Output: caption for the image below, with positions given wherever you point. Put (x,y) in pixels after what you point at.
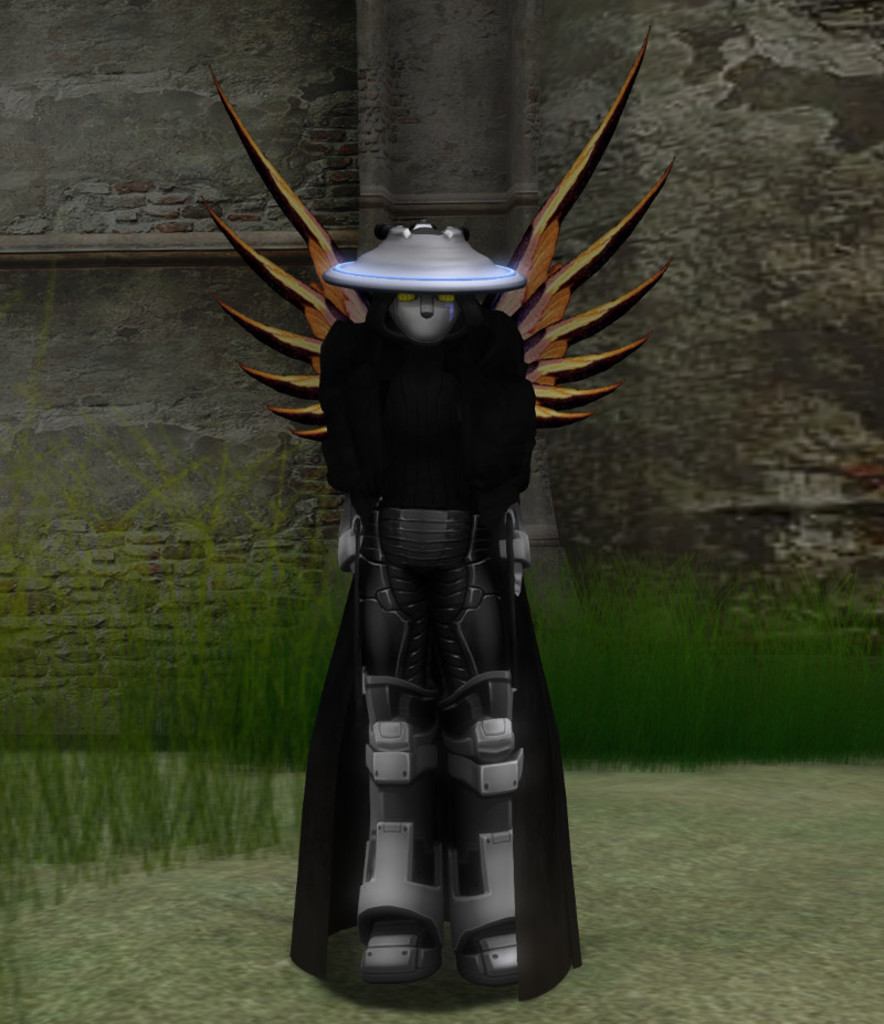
In this animated image there is a person (438,601) standing. Behind the person (539,371) there is the wall (169,159). There is grass (156,720) on the ground (154,907).
